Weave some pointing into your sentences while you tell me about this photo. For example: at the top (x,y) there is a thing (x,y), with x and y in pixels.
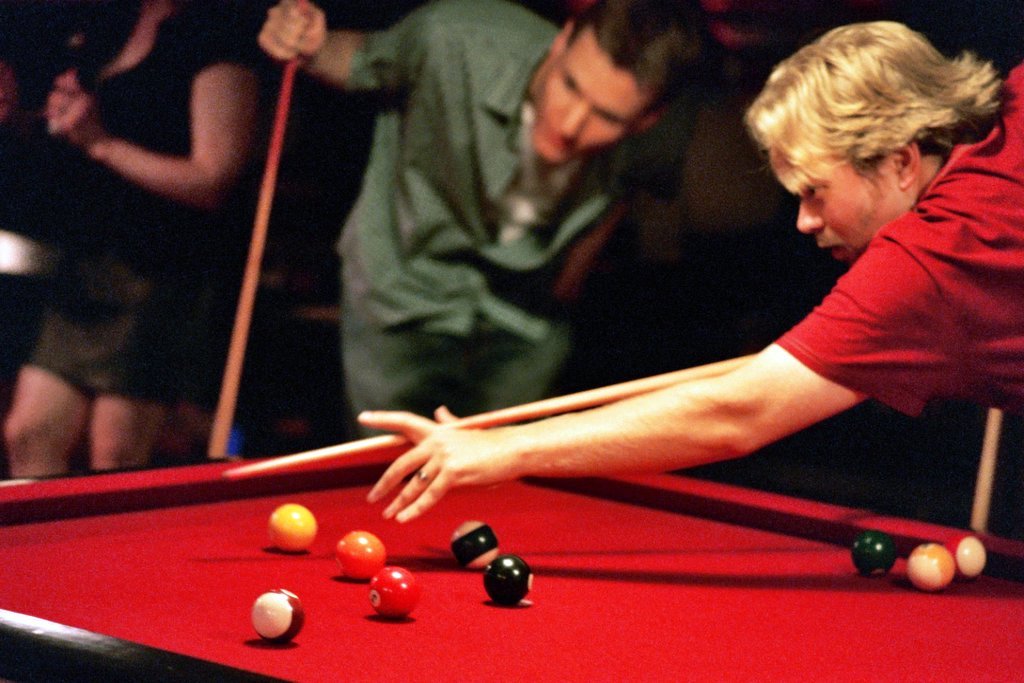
In this image there is a man (900,332) standing and playing a snooker game in a snookers board (668,536), and in the back ground (418,43) there are group of people (447,56) standing.
